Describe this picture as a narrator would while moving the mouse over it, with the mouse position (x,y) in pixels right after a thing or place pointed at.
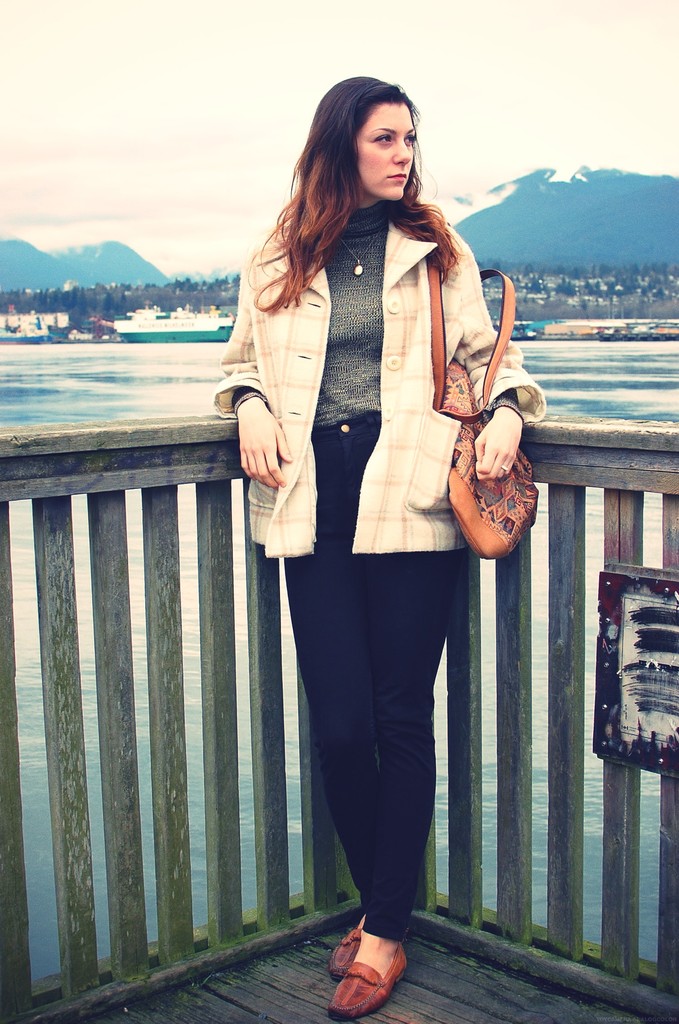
In this image there is a lady (372,375) holding a bag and standing on the bridge (250,642), there are few ships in the water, few trees (220,282), few mountains (491,258) and the sky (634,161).
